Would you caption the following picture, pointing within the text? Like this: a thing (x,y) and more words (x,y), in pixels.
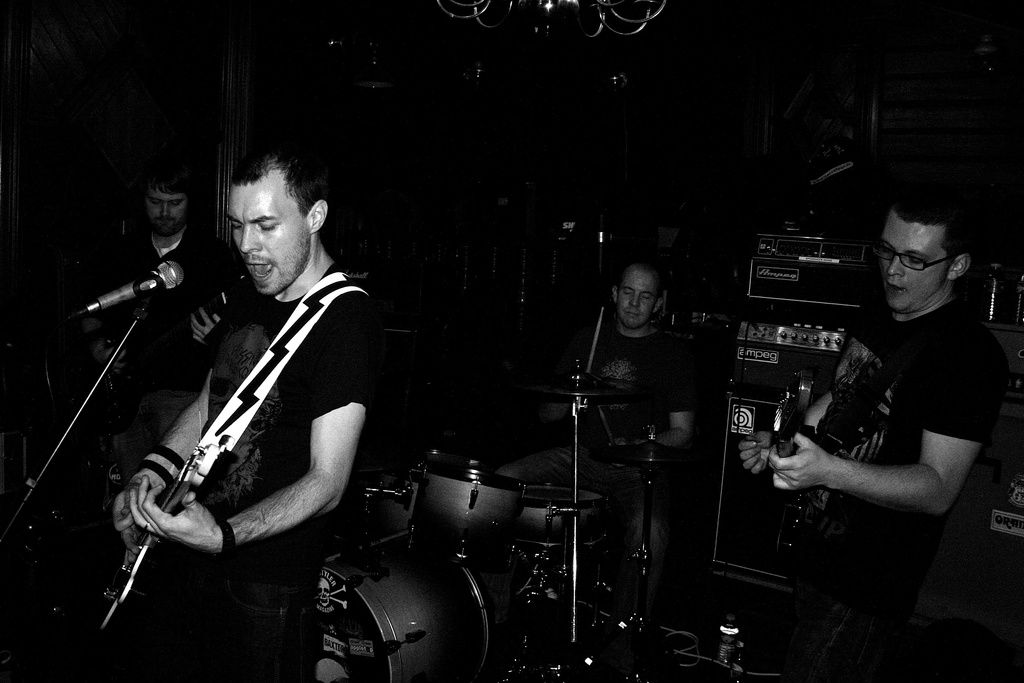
In the image we can see three persons (316,213) were standing and holding guitar (190,328). In front (169,285), there is a microphone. In the background (394,136) there is a wall (231,138), one man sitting and few musical instruments (578,509).
